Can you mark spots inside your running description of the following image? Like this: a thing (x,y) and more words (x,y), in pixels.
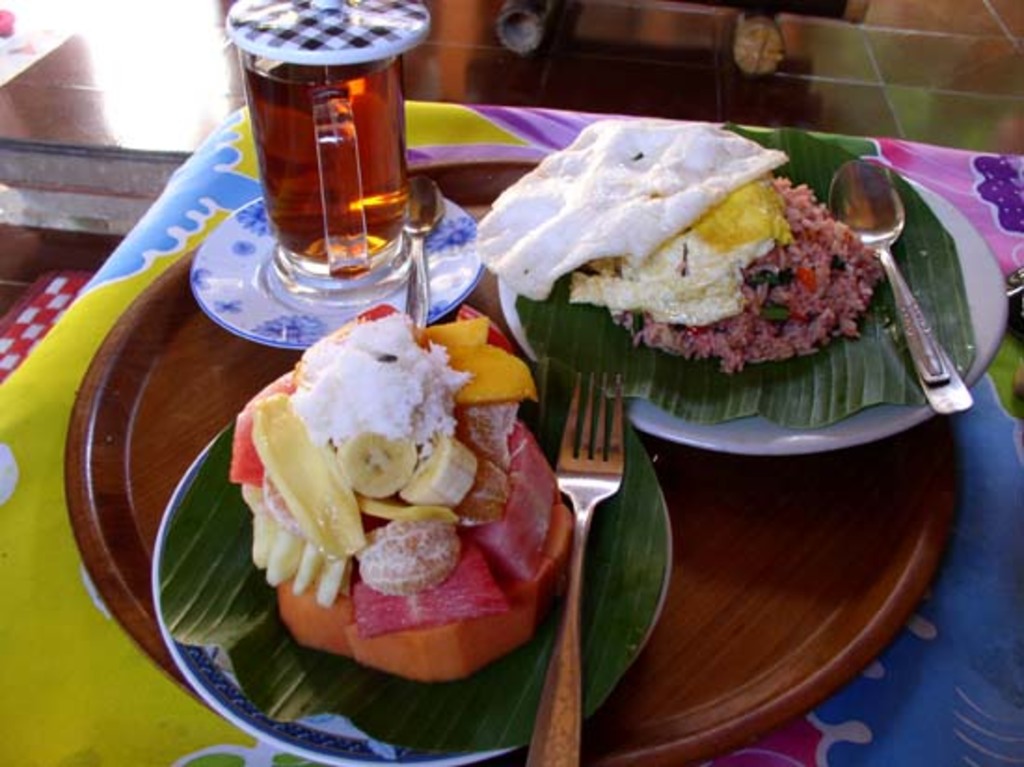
In this image I can see few food items (748,241), spoons (873,209) on the plates (322,747). I can see the glass (346,283) on the white color plate (330,309). These are on the brown color plate (814,589). The brown color plate (947,499) is on the colorful object (978,653).
